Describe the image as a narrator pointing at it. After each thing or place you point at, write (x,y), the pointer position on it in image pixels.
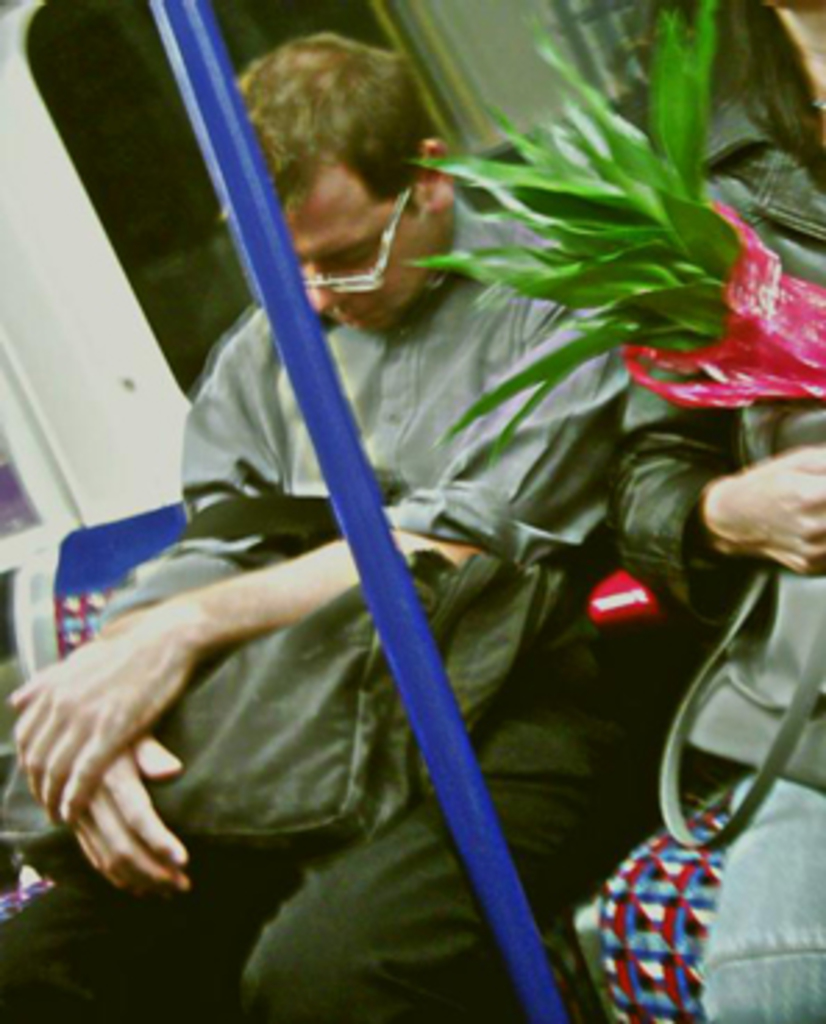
On the right side (802,273), there is a person (820,518) holding a flower bouquet (791,309) and a bag (747,602) and sitting. Beside this person (789,1010), there is a blue color pole (381,511). On the left side (180,681), there is a person (213,420) in a gray color shirt (266,336), keeping a bag (287,634) on his lap (324,853), placing both hands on it and sitting. In the background (154,174), there is a glass window (153,203).
